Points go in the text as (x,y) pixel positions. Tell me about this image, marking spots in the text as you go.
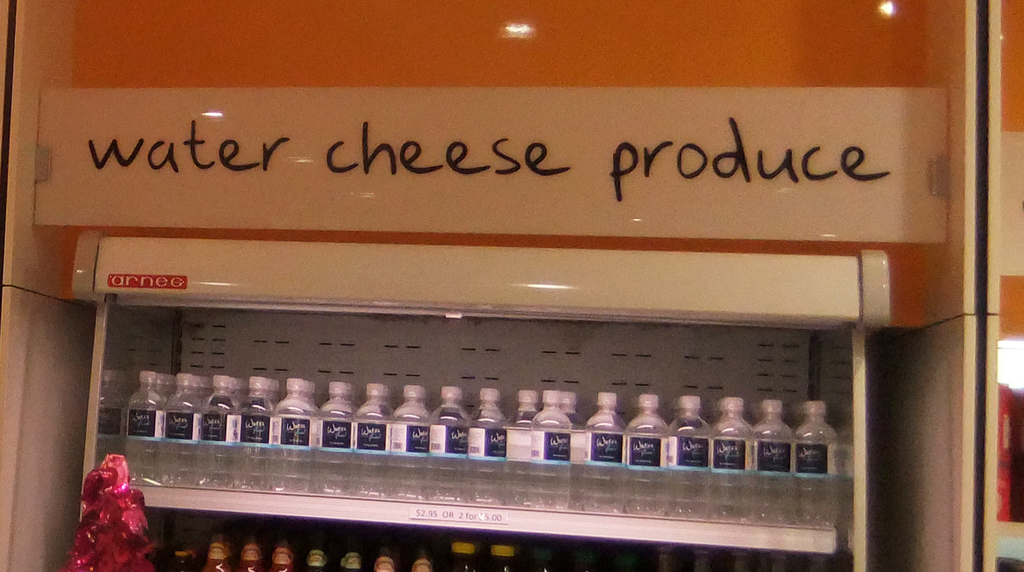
In the image we can see there are many bottles (618,492) kept on the shelf (153,349) and here we can see the text (205,138).
